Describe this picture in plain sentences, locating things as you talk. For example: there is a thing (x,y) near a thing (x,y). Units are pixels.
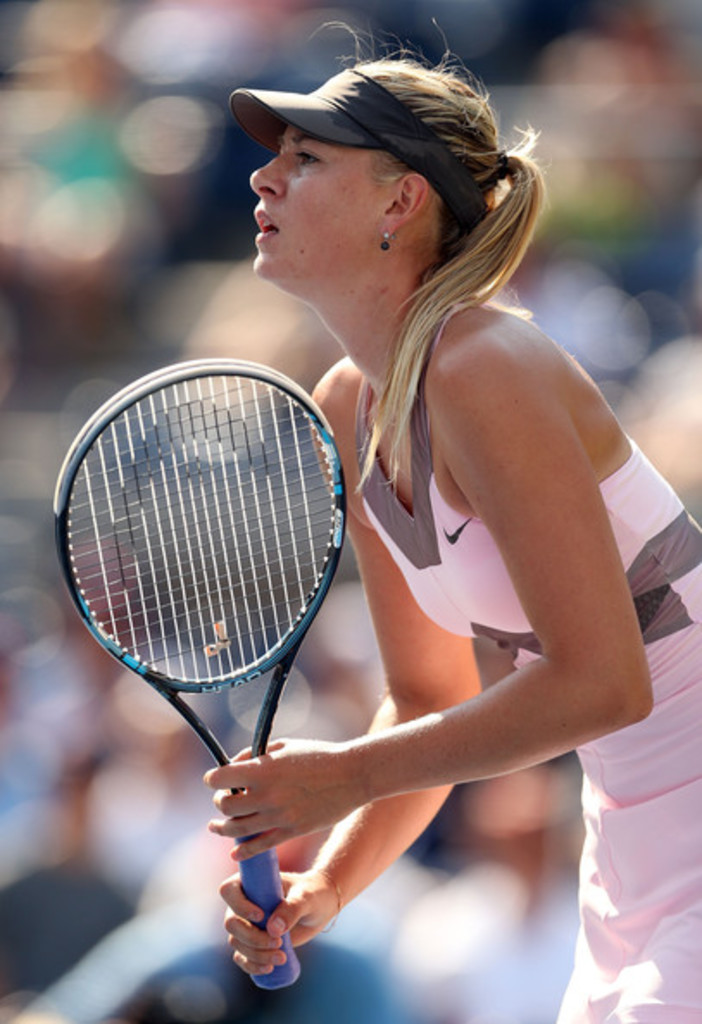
In this picture there is a girl (354,243) in the center of the image (395,399), by holding a tennis bat (240,475) in her hands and the background (265,8) area of the image, is blur.
